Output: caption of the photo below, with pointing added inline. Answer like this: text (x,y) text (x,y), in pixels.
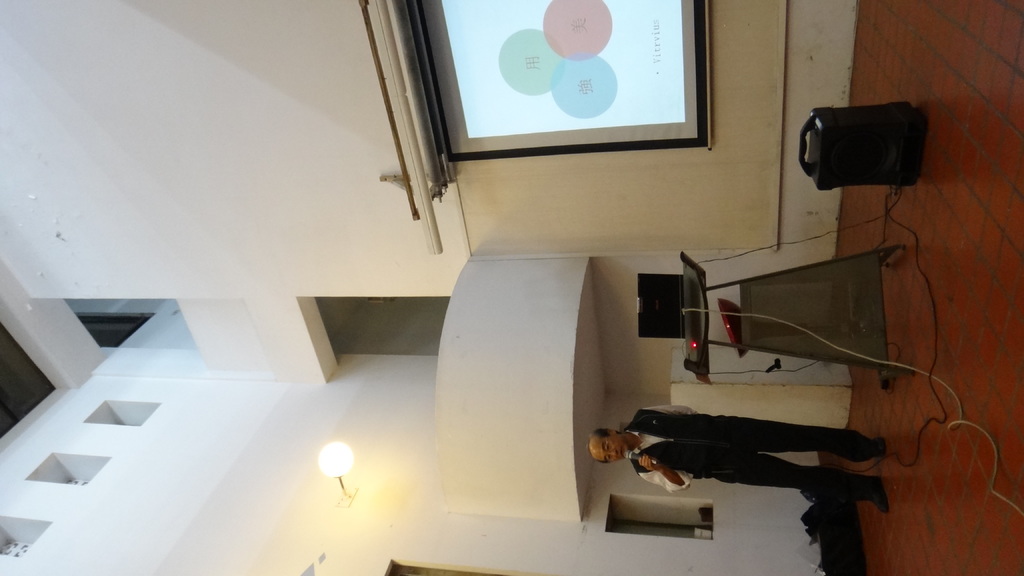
In this image I can see a person (780,427) standing on the right side (808,483) and I can see a screen (575,58) and table (750,337) and monitor (657,304) kept on the floor (978,318) on the right side (692,313), on the left side (75,432) I can see a light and the wall (111,533).
